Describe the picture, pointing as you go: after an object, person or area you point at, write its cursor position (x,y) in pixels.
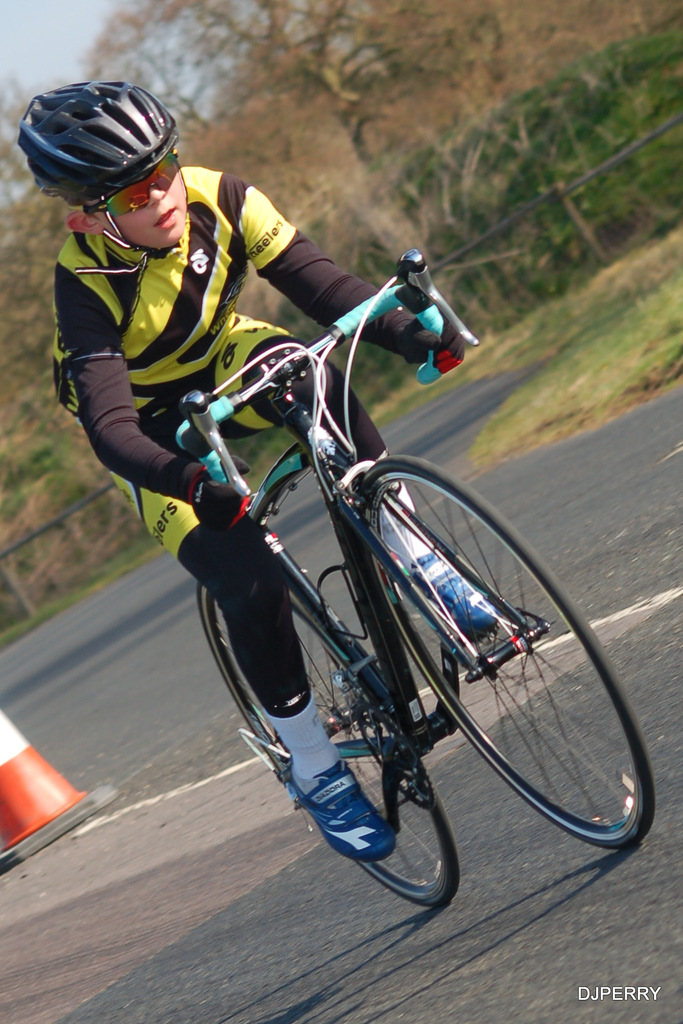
In the image in the center (350,520), we can see one person (296,648) riding a cycle (335,726) and he is wearing a helmet (26,133). In the background (89,52), we can see the sky (12,26), trees (627,14), grass (665,210), fence (578,211), traffic cone (33,808) etc.
